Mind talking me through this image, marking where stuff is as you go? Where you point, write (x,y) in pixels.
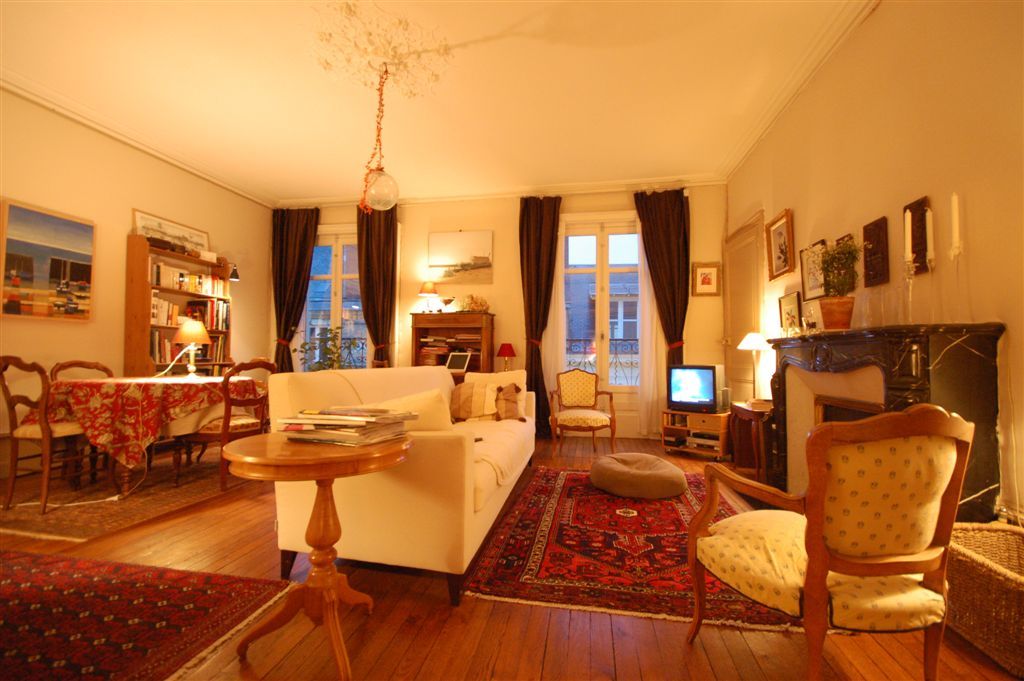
This image is taken inside the living room (267,241) of a house (632,433). In this image there are many furniture (465,439) like sofa (489,419), chair (578,393), dining table (148,418), teapoy (351,458), fire place (802,425). And to the top (441,62) there is a roof (377,78) to which a light (385,202) is hanged. To the left (10,222) there is a photo frame (40,309) on the wall (72,183).
